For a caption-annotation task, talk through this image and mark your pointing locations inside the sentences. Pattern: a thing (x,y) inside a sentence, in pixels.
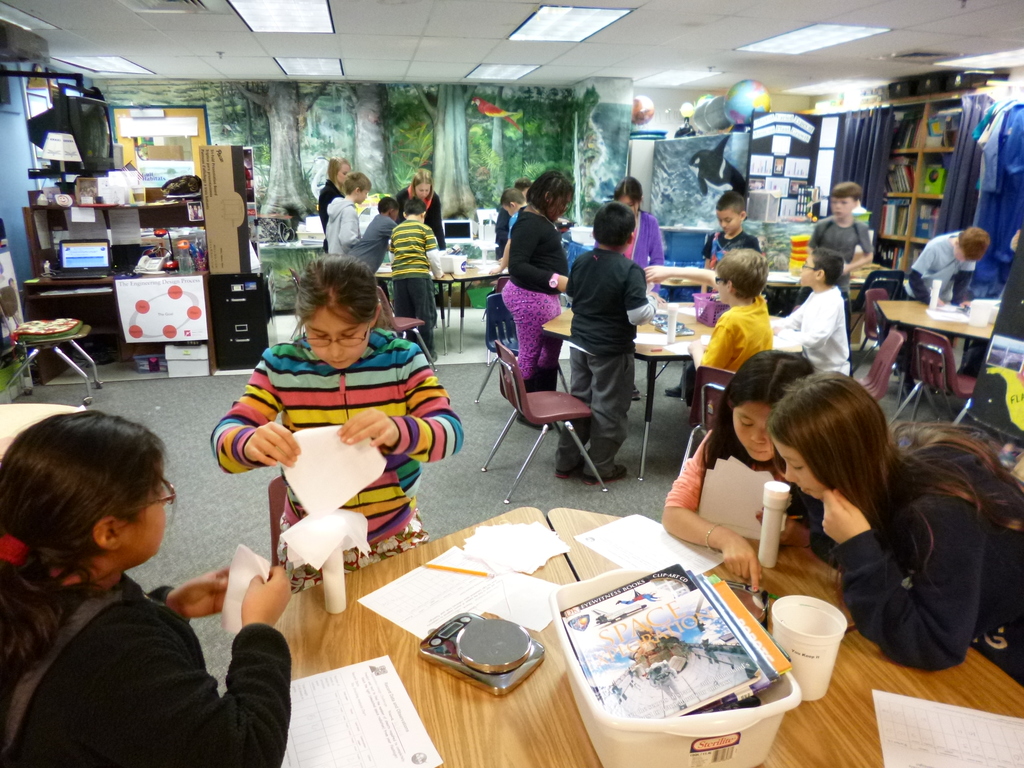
A art (492,126) on wall (514,133). Persons (340,163) are standing. On this table (638,563) there is a container (750,715), weighing machine (487,656) and papers (537,608). This rack (917,218) is filled with books (912,130) and things (939,143). This table (43,277) is filled with things (116,262) and laptop (98,268). On top (270,7) there are lights (780,49).
